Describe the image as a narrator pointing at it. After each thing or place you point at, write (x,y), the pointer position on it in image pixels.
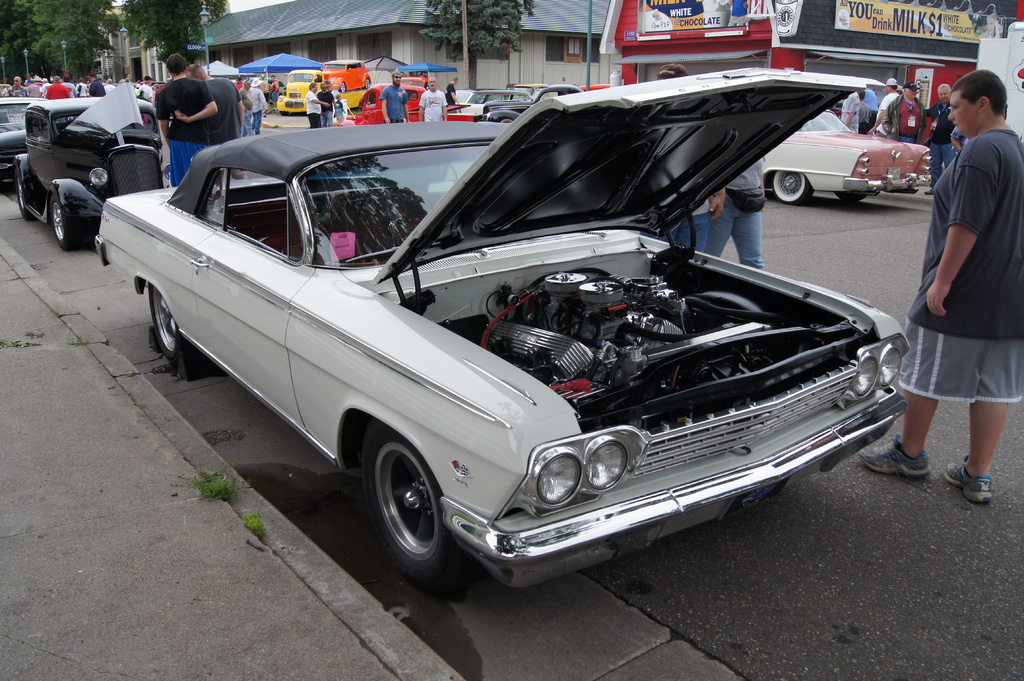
This image is taken outdoors. At the bottom of the image (629,604) there is a road (726,605) and there is a sidewalk (88,495). In the background (139,64) there are few trees (157,28) and there are few houses (571,35). There are few poles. There are two boards (840,9) with text (911,29) on them. In the middle of the image (377,341) many cars (382,362) are parked on the road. Many people (1015,238) are standing on the road (782,214) and a few are walking on the road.
